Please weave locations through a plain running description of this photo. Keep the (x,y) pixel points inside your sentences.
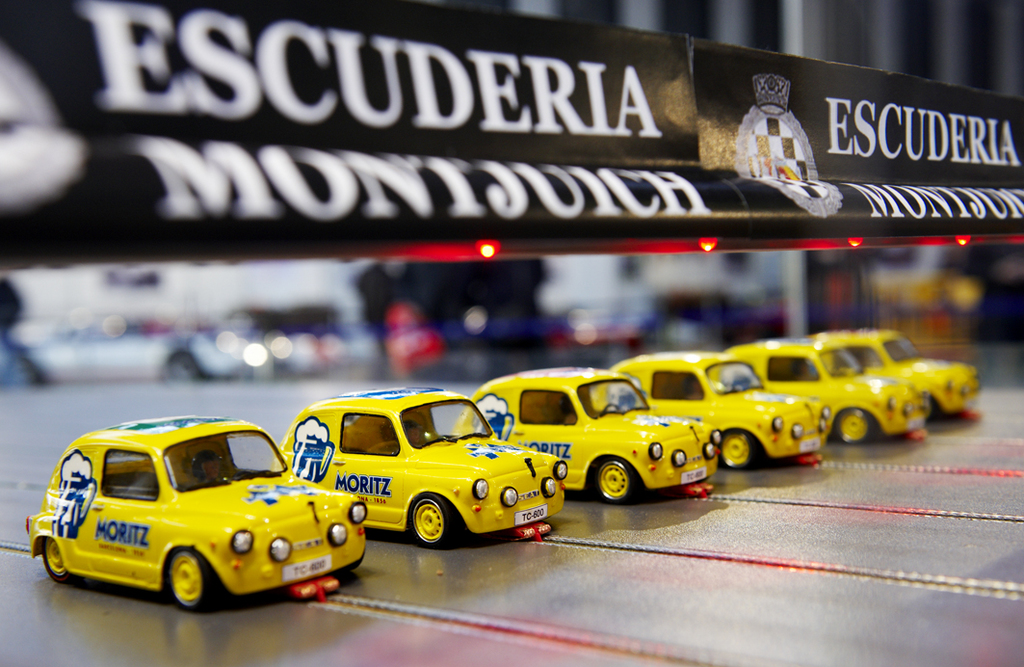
In this image we can see toy cars (379,489) placed in row and a bar (293,176) printed with text (635,208) and electric lights (487,243) at its bottom.
